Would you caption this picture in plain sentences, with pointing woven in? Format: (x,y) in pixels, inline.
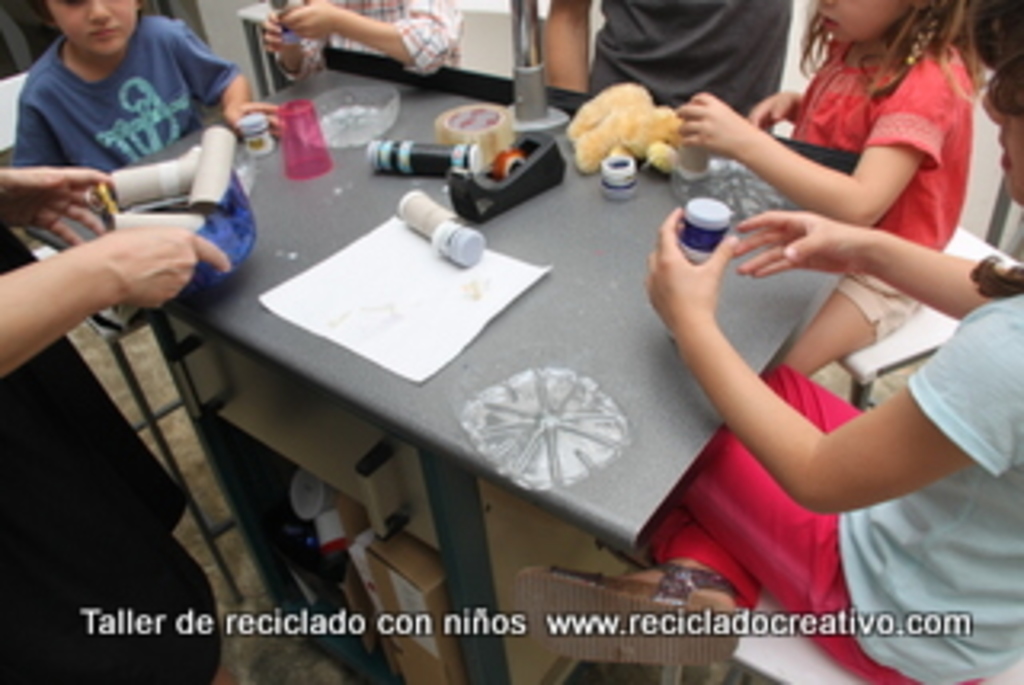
This image consist of six persons (238,120) sitting and standing. In the middle (438,406), there is a table (438,391), on which a paper (438,317), paints (475,241) and a toy (583,129) along with tape (441,129) are kept. To the left (91,524), the person (78,510) is wearing black dress (71,501). Behind the person (93,528), there is a boy (110,116) wearing blue t-shirt (109,127). To the right (857,524), the girl (846,475) sitting is wearing a light blue t-shirt (841,514).
